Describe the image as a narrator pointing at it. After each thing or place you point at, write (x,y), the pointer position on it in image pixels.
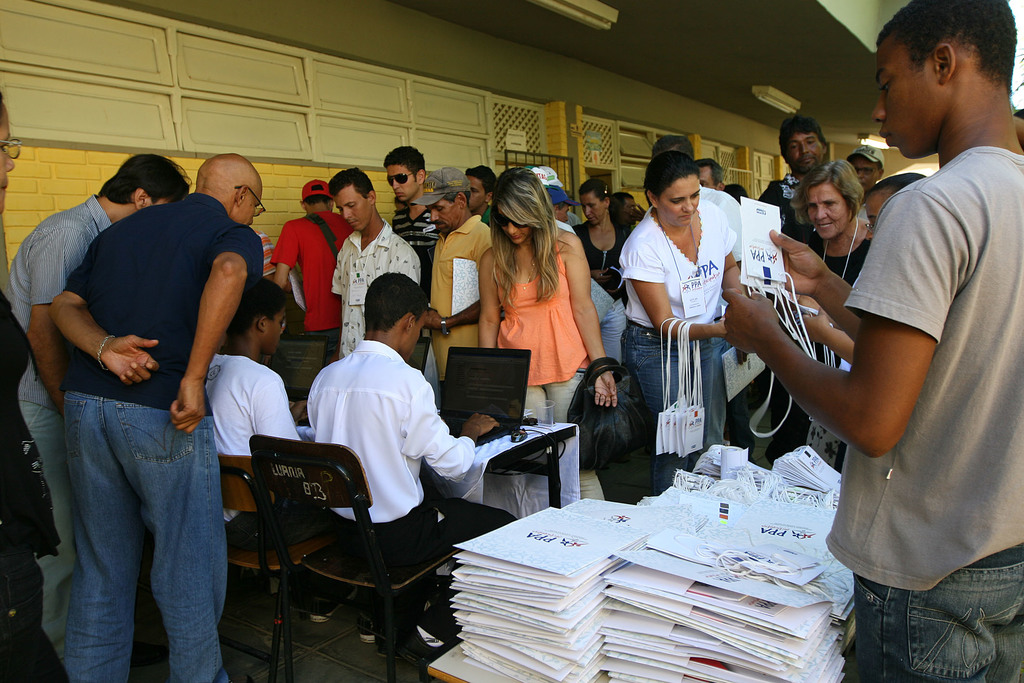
Here we can see two men (251,385) are sitting on the chairs (346,460) and working on the laptops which are on the table (477,454) and behind them we can see three persons (78,372). On the right (859,308) we can see a man (744,292) is holding bags (773,274) in his hands (803,253) and there are bags (675,611) on the table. In the background (532,270) there are few persons (491,264) and among them few are carrying bags (685,357) on their hands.
